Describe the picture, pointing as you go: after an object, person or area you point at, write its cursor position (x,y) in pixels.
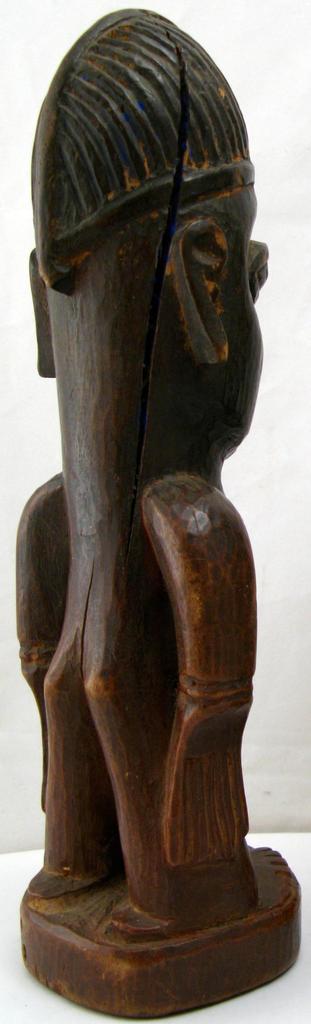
In this picture we can see a wooden sculpture (167,416).
